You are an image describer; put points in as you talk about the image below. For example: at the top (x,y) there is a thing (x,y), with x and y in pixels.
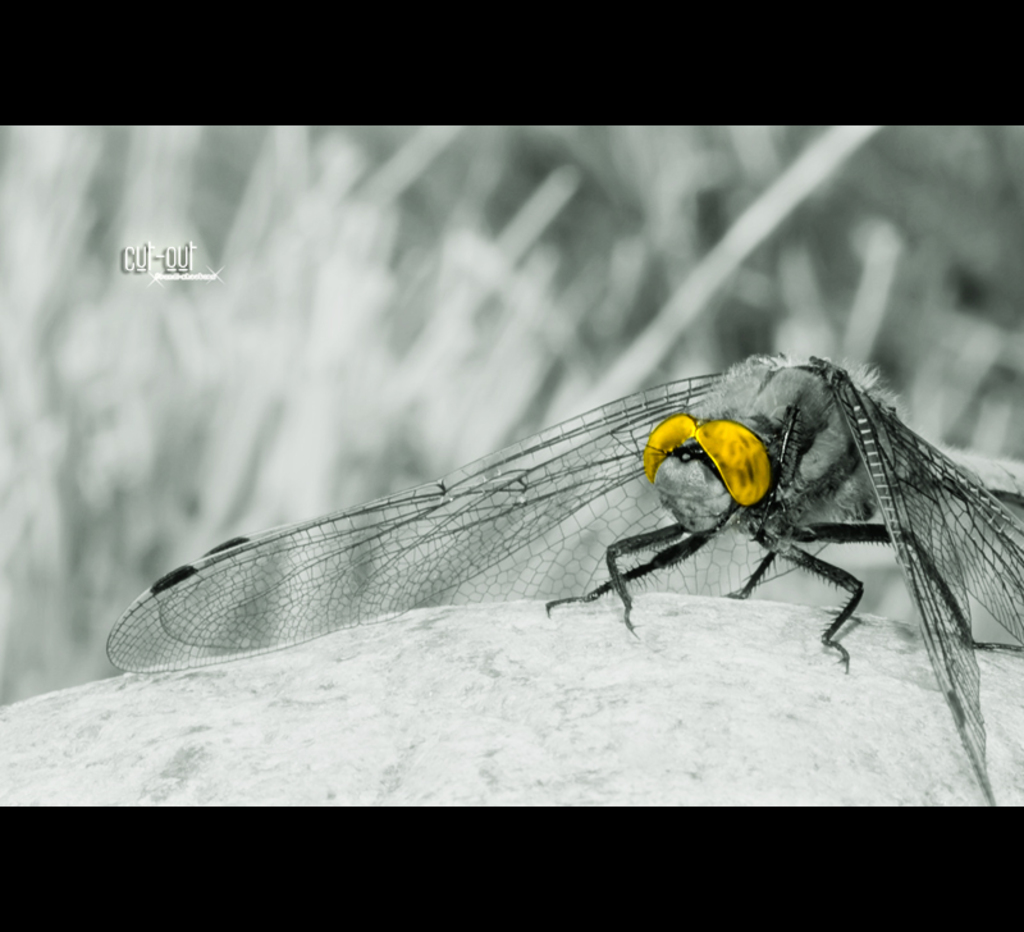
In this image we can see dragonfly (633,453) which is of color silver and gold.
